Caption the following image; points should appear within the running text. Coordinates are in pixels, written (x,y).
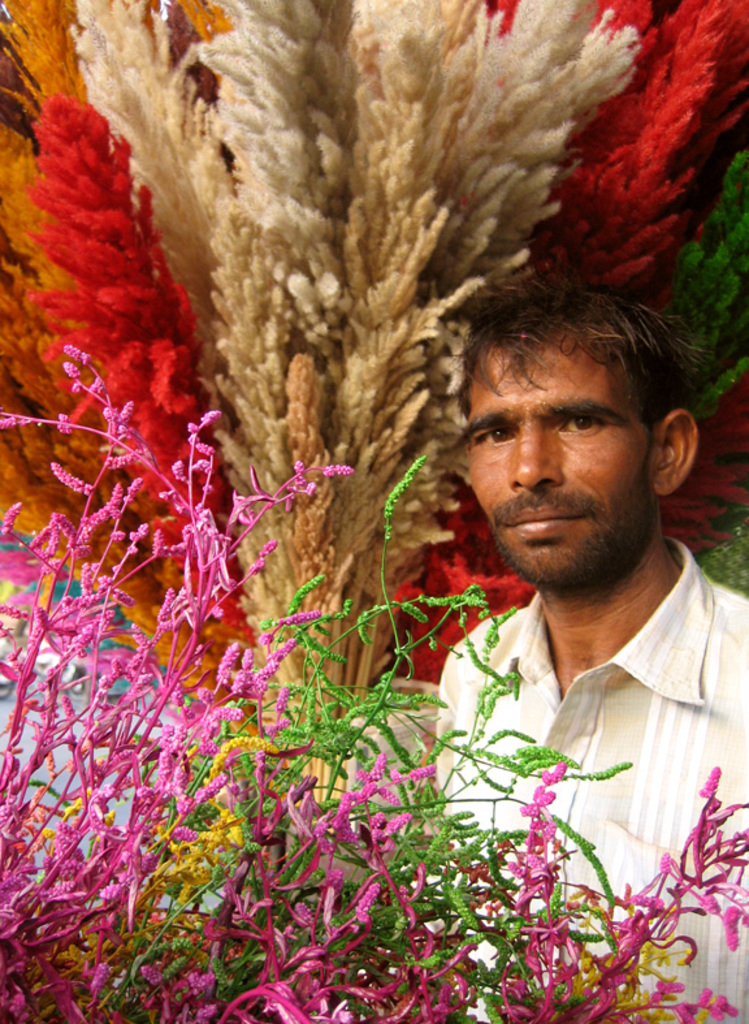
On the right side of the image (718,688) we can see a man (543,491) is standing and wearing a shirt (678,831). In the background of the image (113,52) we can see the decor (373,334).
